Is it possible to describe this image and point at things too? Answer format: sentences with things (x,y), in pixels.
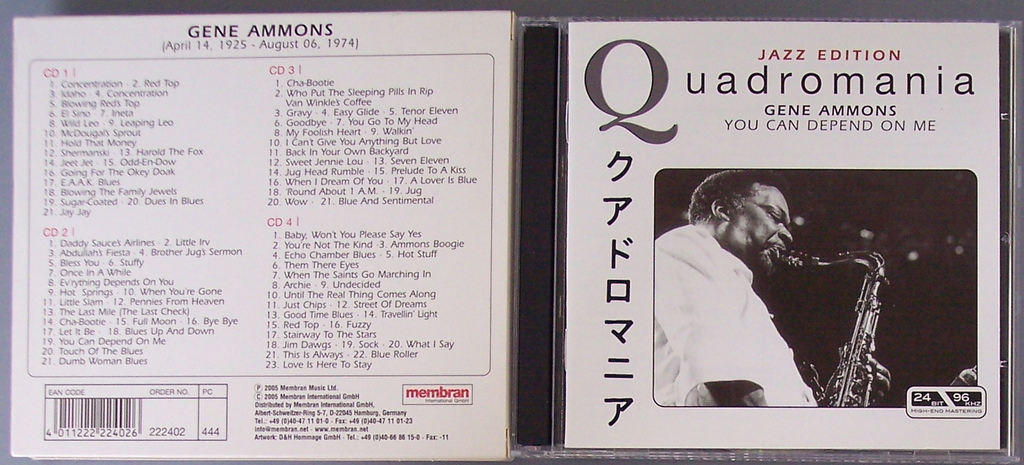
This is a colored image. In this image we can see a disc cover (467,169) and on the cover (389,198) we can see some text (358,259), bar code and a person (761,302) playing musical instrument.
